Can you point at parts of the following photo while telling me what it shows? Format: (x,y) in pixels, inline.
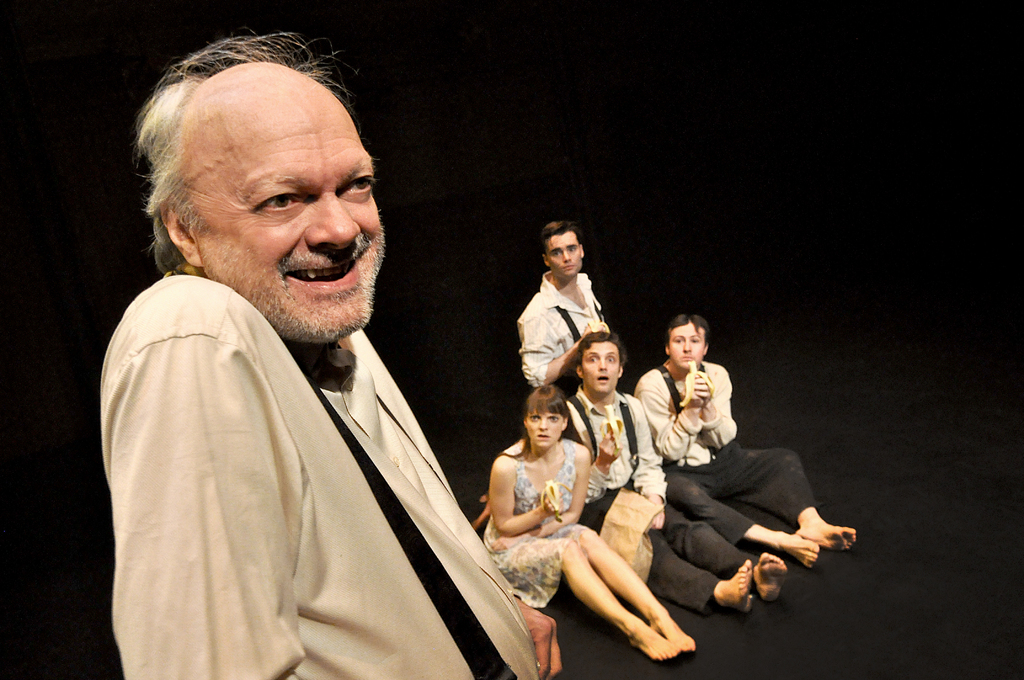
In this picture there is a man (191,304) on the left side of the image (191,280) and there are three boys (628,459) and a girl (488,530) in the center of the image (554,352), they are eating bananas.
